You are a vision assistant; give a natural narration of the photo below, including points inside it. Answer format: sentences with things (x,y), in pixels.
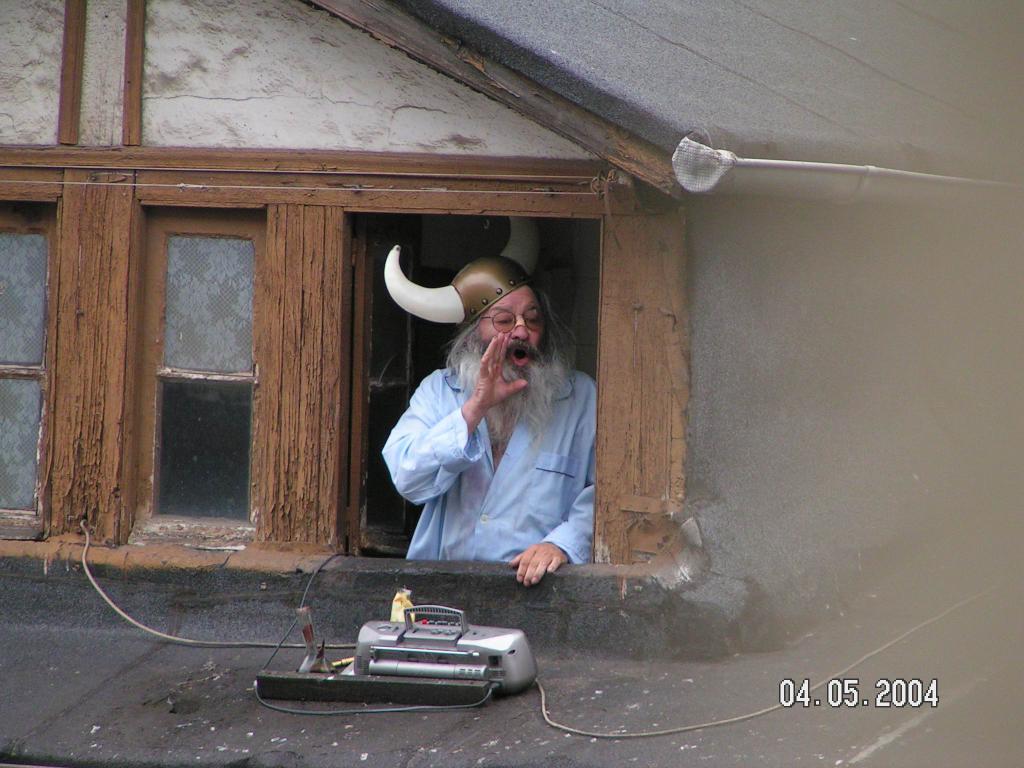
In this picture there is a man (505,504) standing behind the window (605,455) and shouting. In the foreground (448,658) there is a tape recorder (461,657) and there is a wire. On the right side of the image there is a pipe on the wall (921,552). At the bottom right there are numbers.
